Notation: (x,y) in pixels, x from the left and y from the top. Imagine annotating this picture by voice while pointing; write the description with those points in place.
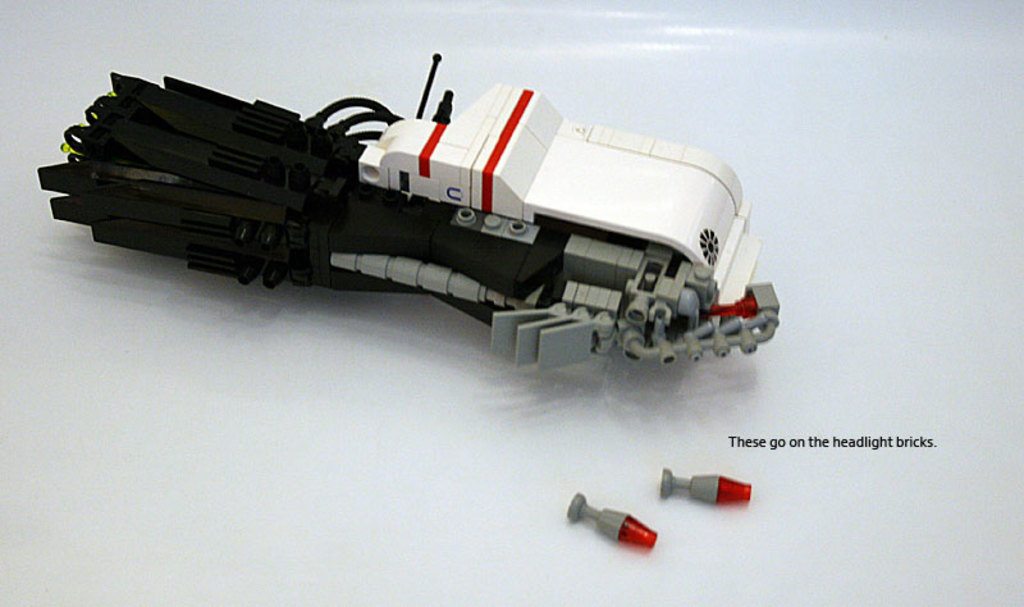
In this image there are objects (319,133), there is an object (730,493) that looks like a light (696,490), there is text (796,443), the background of the image (224,65) is white in color.
